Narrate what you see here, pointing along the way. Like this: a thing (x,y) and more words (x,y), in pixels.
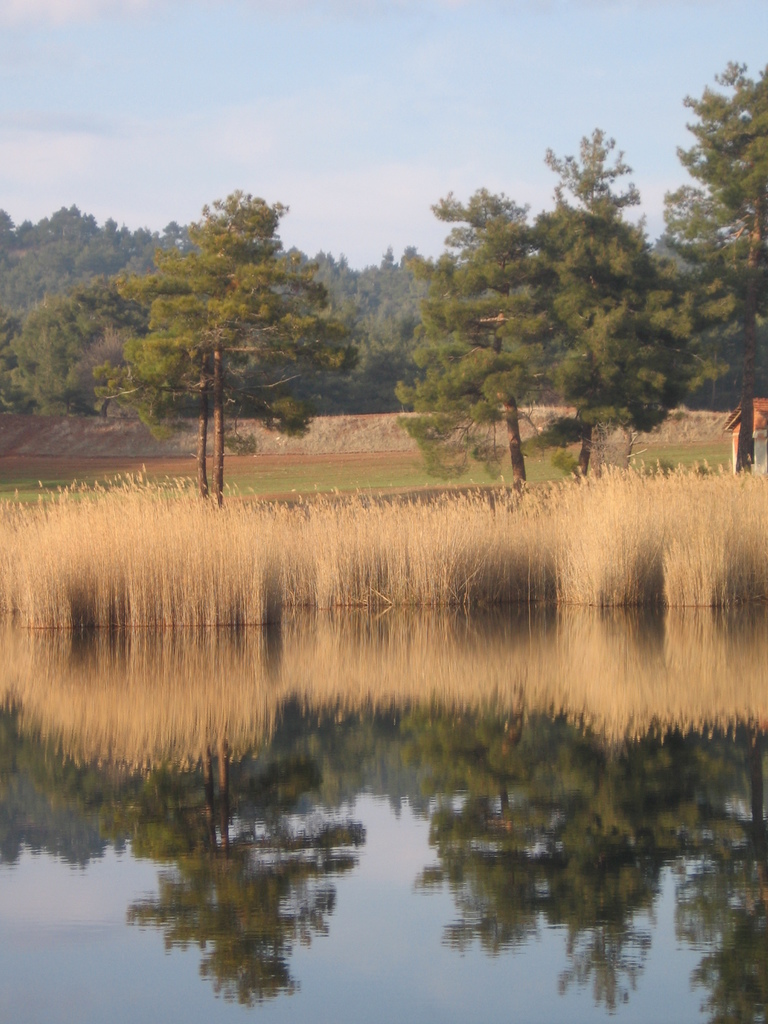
This picture is clicked outside. In the foreground (349,936) we can see the reflection of trees and sky (310,896) on the water body (563,953) and we can see the dry grass (564,527), trees (307,351), and some green grass (357,480) in the center (368,477). In the background (274,71) we can see the sky (357,184) and the trees (375,295).
